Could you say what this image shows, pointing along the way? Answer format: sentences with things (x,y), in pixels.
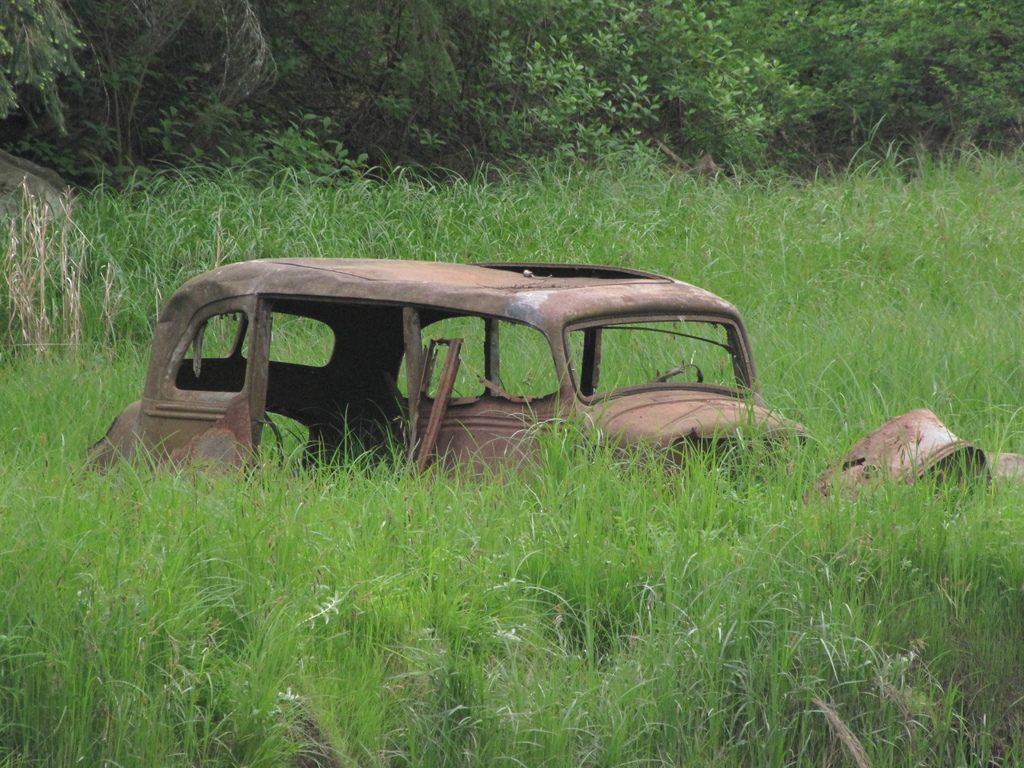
In this image we can see a old vehicle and we can see grass (592,492) on the ground (941,170) and there are some trees (730,66) in the background (367,30).
